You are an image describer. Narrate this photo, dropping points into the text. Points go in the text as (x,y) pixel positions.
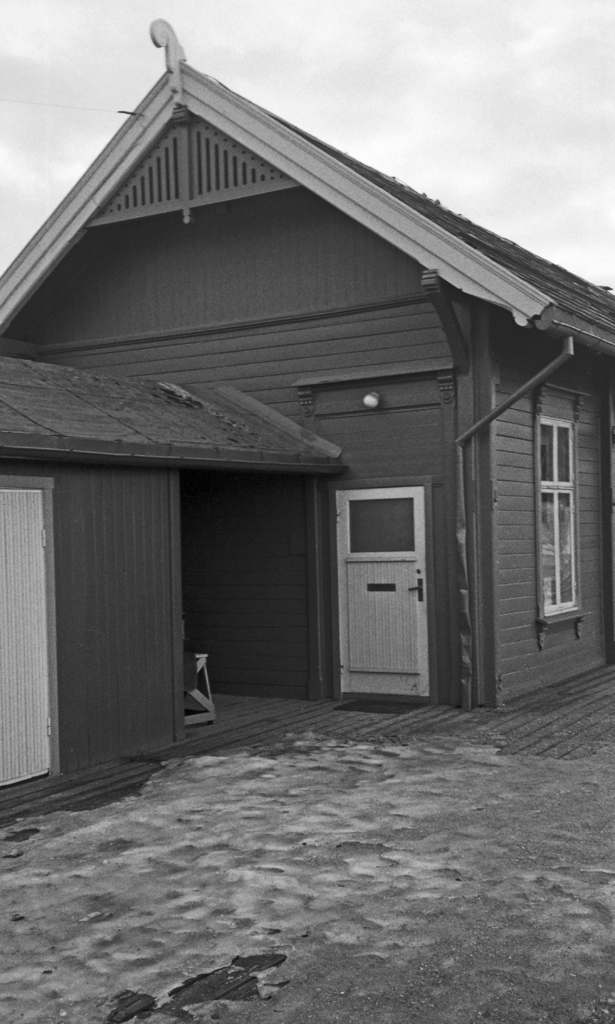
This is black and white image, in this image there is a house (334,661), in the background (330,88) there is sky (518,104).
